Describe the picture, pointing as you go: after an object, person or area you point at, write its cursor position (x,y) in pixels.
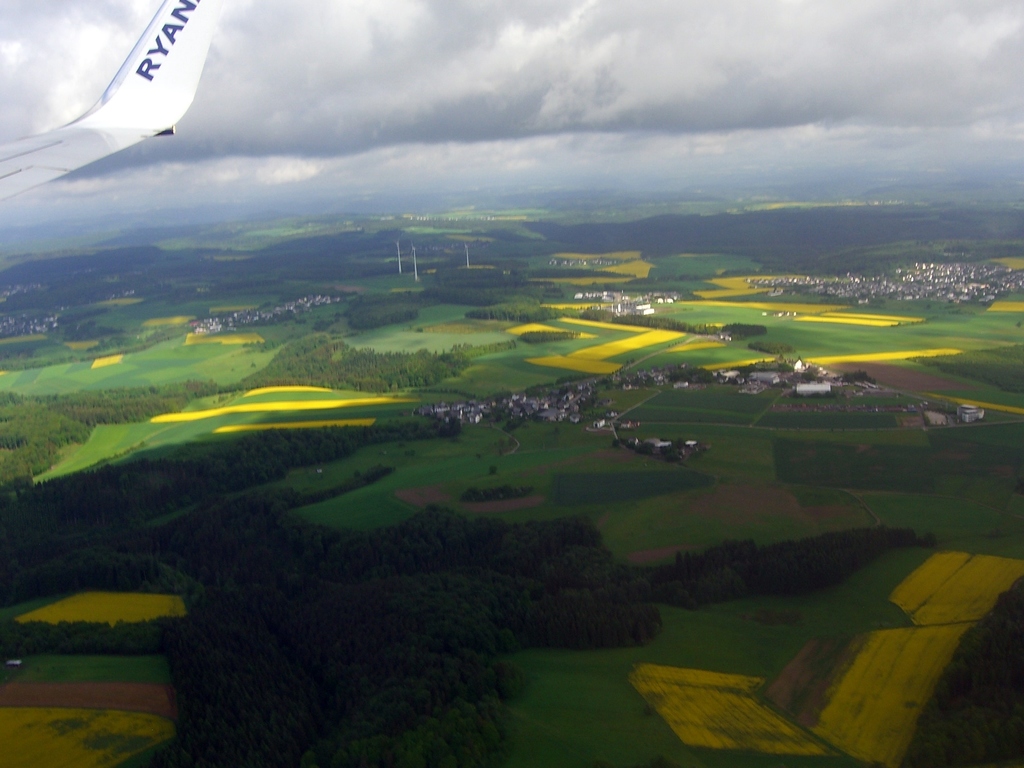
In the Aerial view of this image, there are trees (329,368), city (957,275), land (599,483) and poles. On the top left (154,107), there is a wing (154,107) of a plane (158,117), sky (522,168) and the cloud (460,51).
